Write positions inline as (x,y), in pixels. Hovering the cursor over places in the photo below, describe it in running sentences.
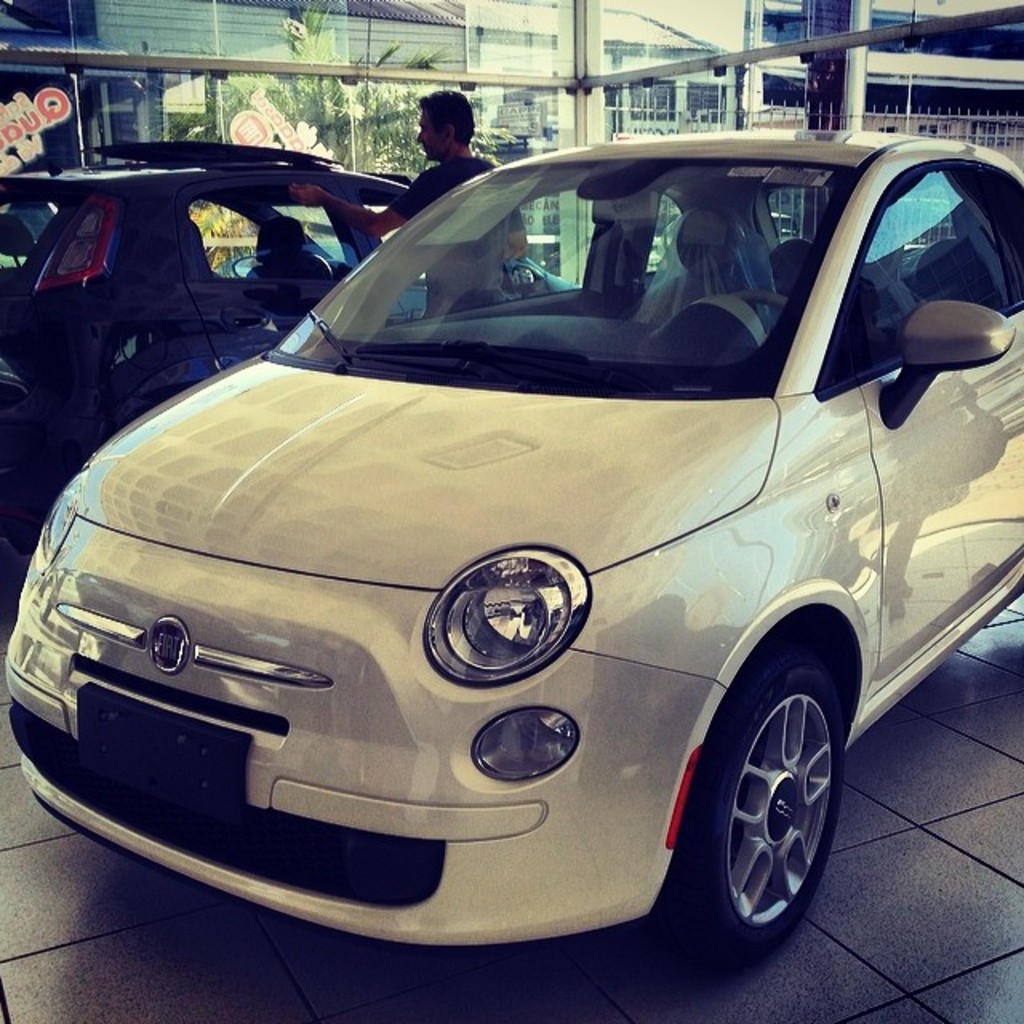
In this image I can see two cars (458,395) and a person (435,130) is standing. In the background (545,63) I can see buildings (474,49), a tree (395,92) and other objects (586,25).
